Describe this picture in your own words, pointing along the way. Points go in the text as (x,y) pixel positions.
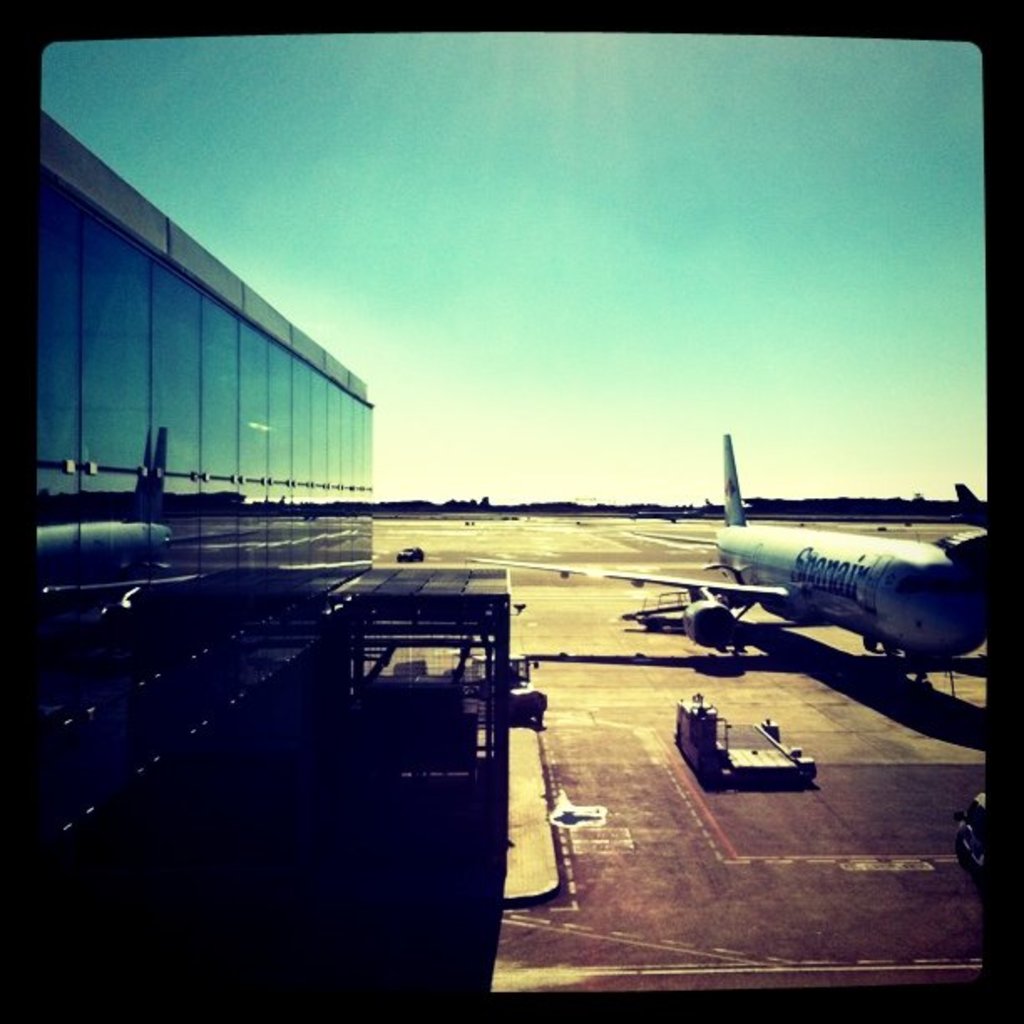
It is an edited image, there is a plane (717,600) on the land (743,818) and there is a truck (700,760) beside the plane (915,583) and on the left side (53,308) there is a building (57,317).
